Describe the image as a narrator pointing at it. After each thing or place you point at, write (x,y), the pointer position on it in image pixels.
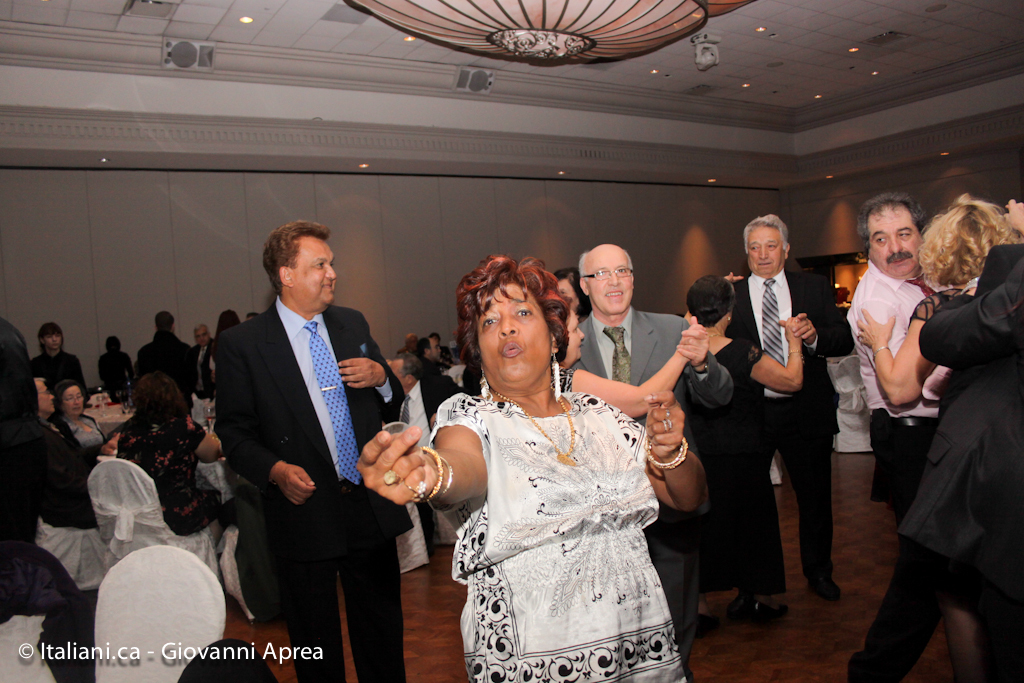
In the image we can see there are many people (909,373) around and they are wearing clothes (224,400). They are standing and some of them are sitting. This is a watermark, floor (777,633), chairs (137,595), wall (99,268), lights (577,50) and a sound box (187,39). This woman (502,462) is wearing neck chain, bangles (432,493), finger rings (384,472) and earring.
